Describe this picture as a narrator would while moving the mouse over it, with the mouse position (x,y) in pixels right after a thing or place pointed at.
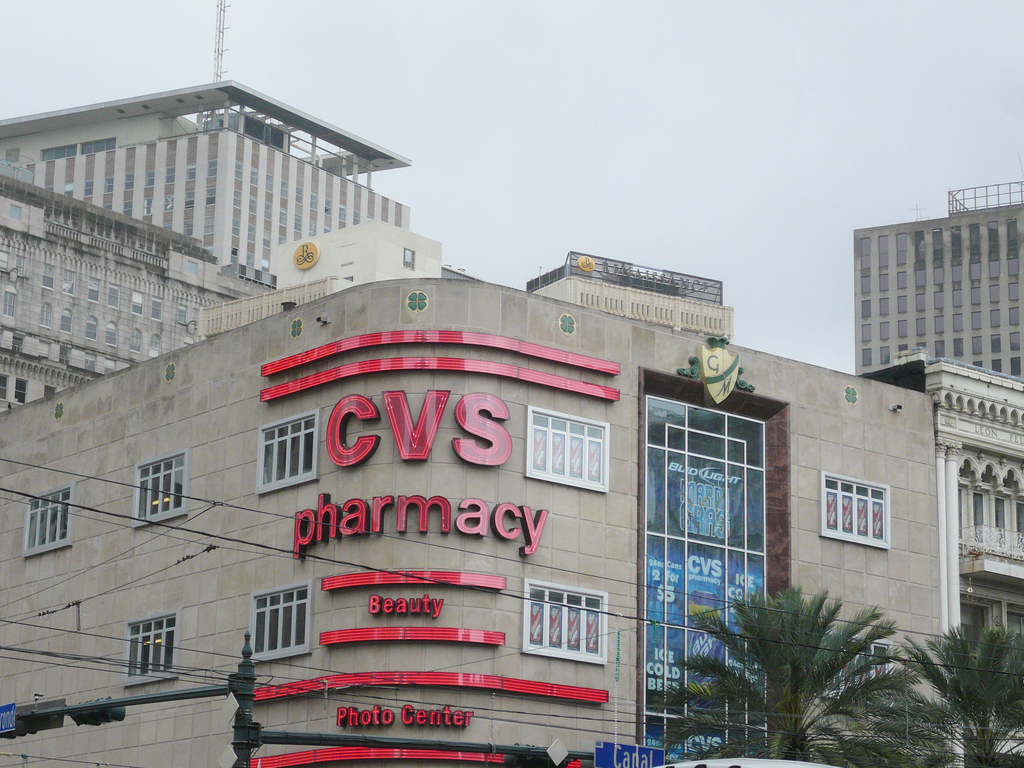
In this image I can see buildings (397,495). There are trees (978,763) and wires (46,499) in the front (757,715). There is sky (599,253) at the top (599,253).
